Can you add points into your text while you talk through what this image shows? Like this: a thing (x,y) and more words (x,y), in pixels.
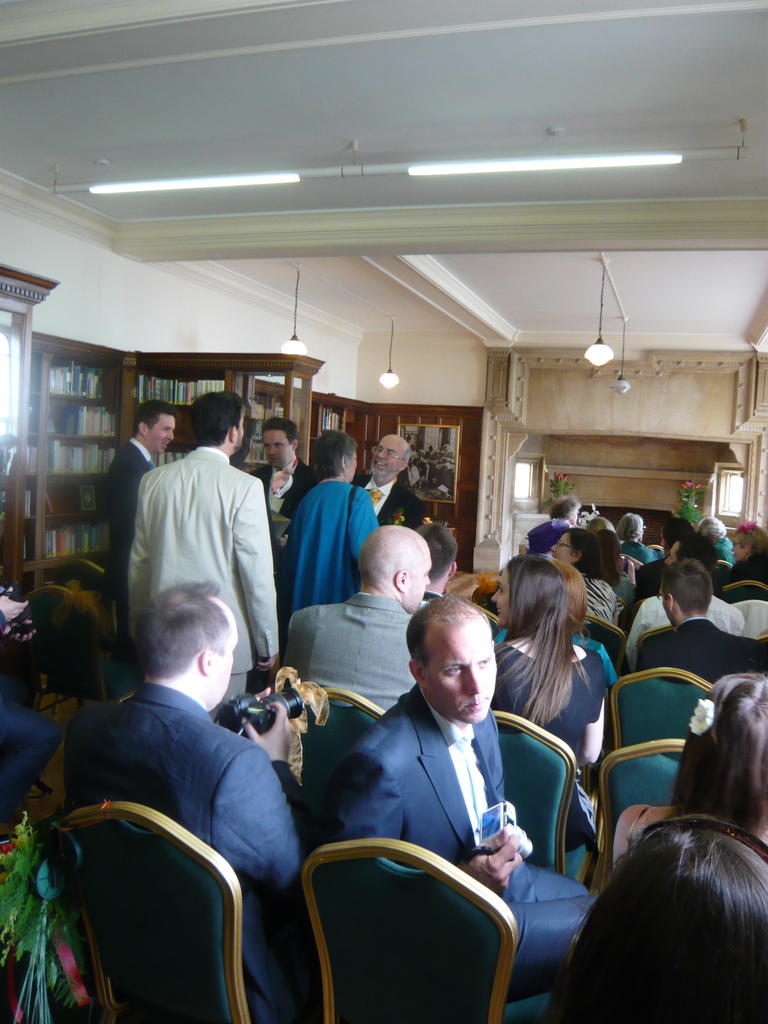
On the right side of the image (659,586) there are many people (418,771) seated in chairs (617,764). In the background (560,343) there is a wall (562,389). In the left (163,513) there are few people (256,530) standing and there are racks (93,399) behind them. On the top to the ceiling (589,176) there are lights (623,333).
